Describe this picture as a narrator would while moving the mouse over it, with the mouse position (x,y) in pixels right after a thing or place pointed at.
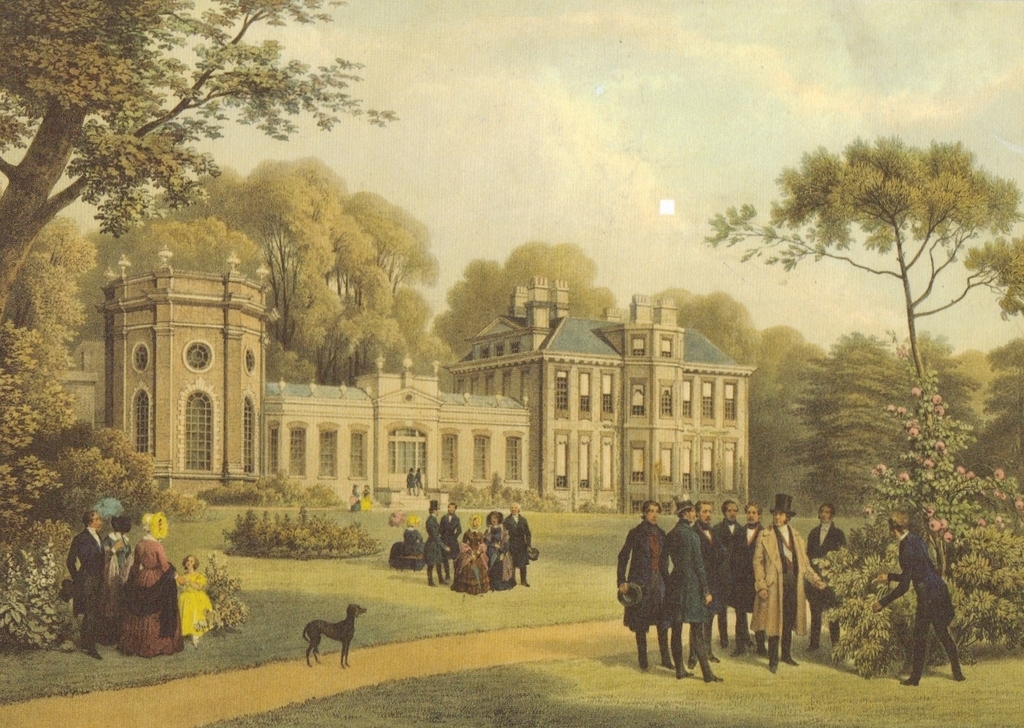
It's a picture and on the right side (708,571) few men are standing, on the left side (70,60) there is a dog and there are trees (188,241). This is a building (534,395) in the middle of an image (473,421). At the top (597,88) it's a cloudy sky (612,114).
